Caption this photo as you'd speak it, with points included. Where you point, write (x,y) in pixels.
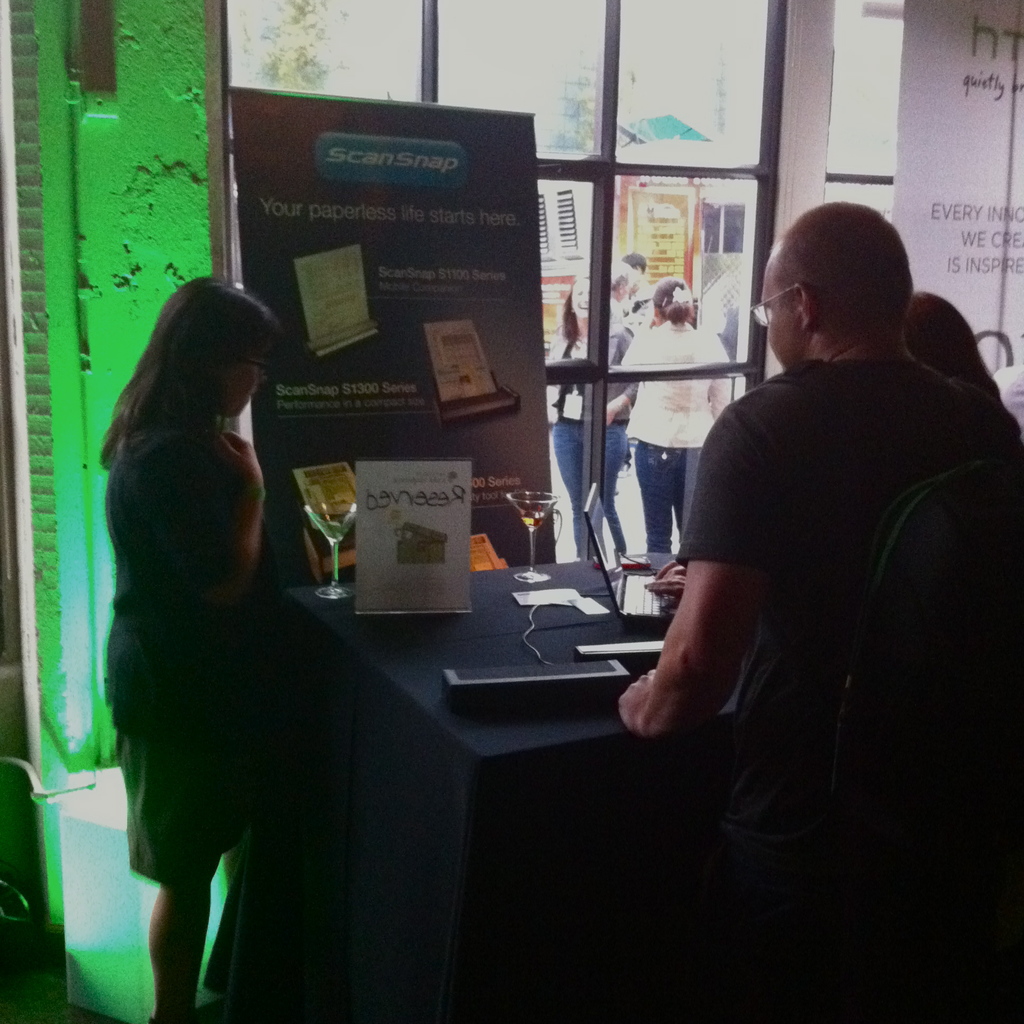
In the picture we can see a three people (816,552) standing near the table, one man (764,497) and two women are standing near the table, on the table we can see the box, two glasses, and banner (392,316) near the table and a laptop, man (780,490) is working in it, in the background (767,203) we can see a wall (161,300) and a window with glass (739,225), and we can see outside there are people (660,525) standing.
